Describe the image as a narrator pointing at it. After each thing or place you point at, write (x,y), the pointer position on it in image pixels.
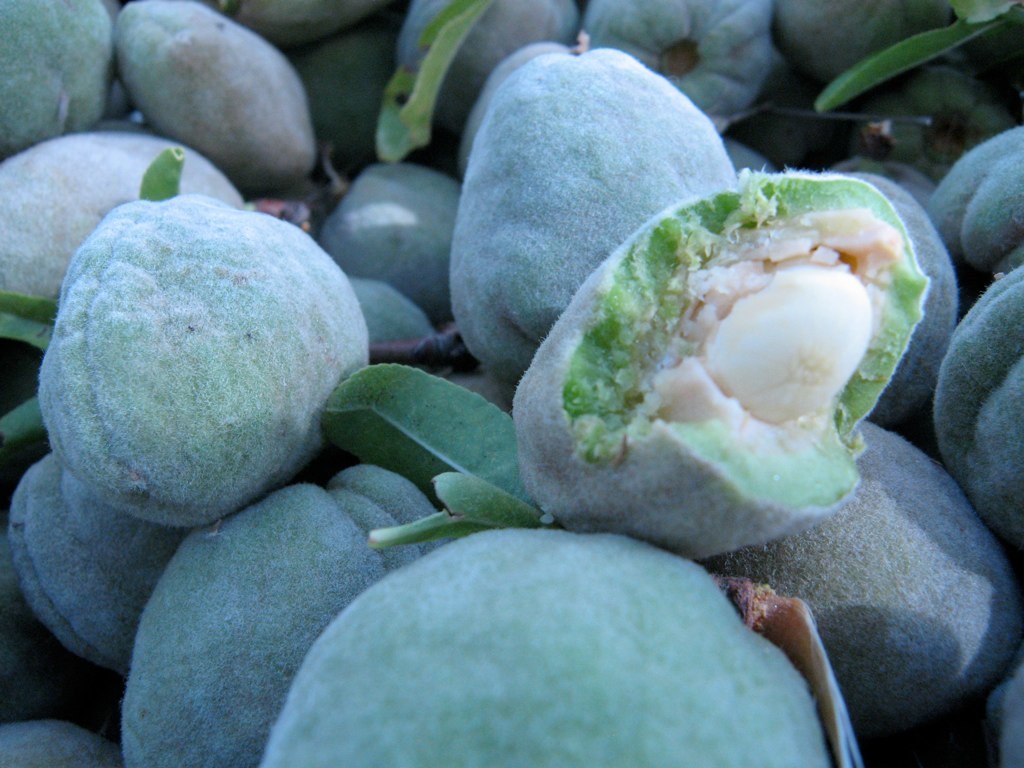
In this image I can see fruits (461,273) and there are leaves (516,447).
